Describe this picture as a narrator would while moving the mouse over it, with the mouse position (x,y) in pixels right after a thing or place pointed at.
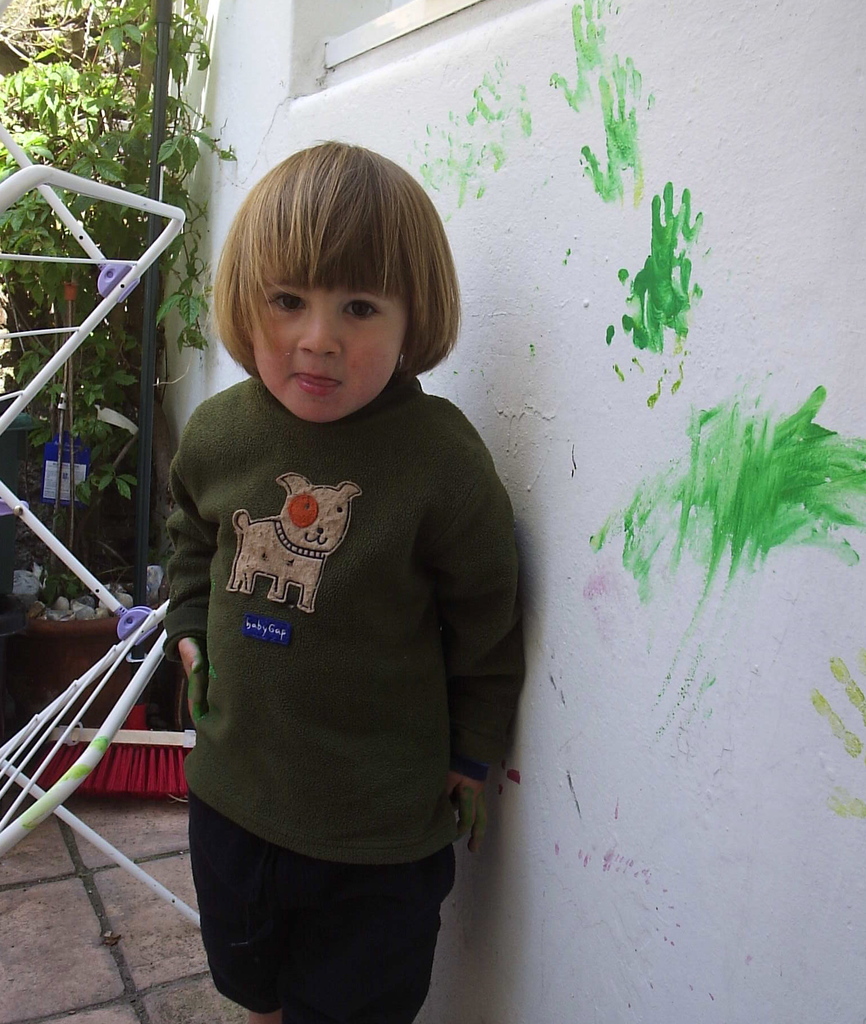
In the center of the image (314,353) we can see a kid (390,682) is standing. On the right side of the image (700,369), there is a wall (712,350) with some paint (806,482) on it. In the background (10,235), we can see branches (3,240) with leaves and a few other objects (63,554).
